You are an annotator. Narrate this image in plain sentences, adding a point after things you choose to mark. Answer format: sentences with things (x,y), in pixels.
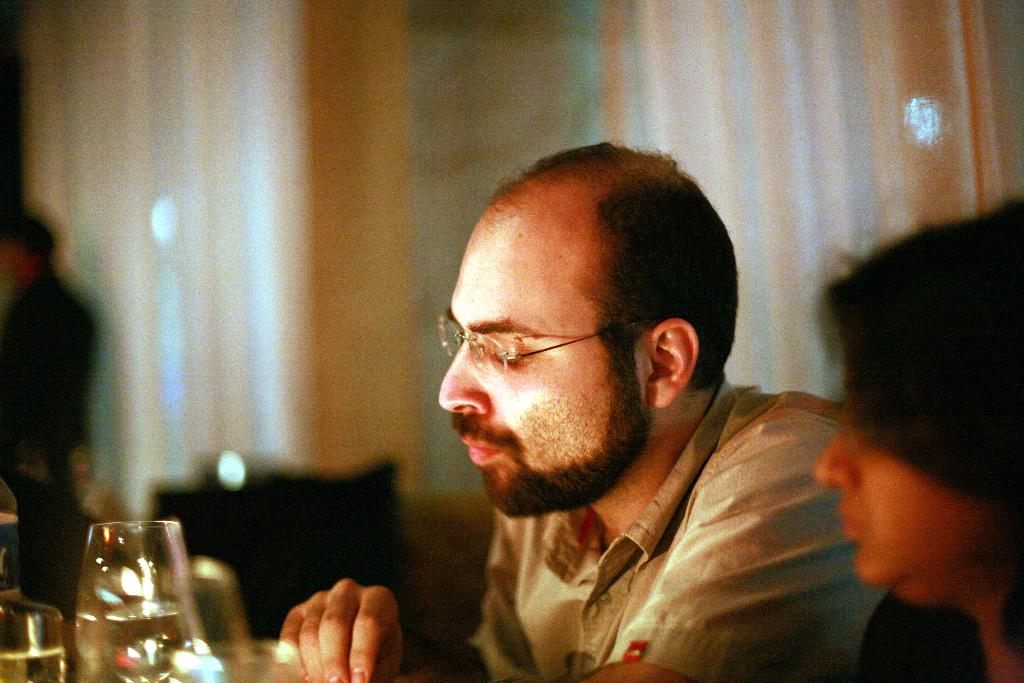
In this image there is a man (538,524) and a woman (903,498) sitting on chairs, in front of them there are glasses (203,653), in the background (333,115) it is blurred.
